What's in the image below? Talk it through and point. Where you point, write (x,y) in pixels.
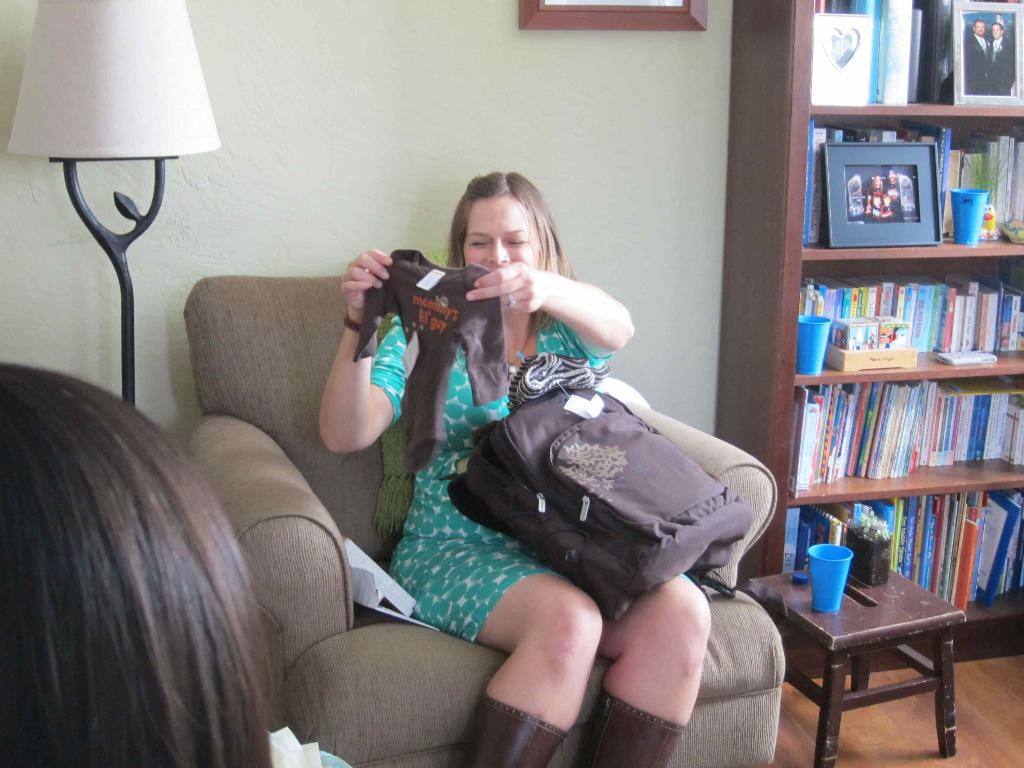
This picture is taken in a room (455,106). There is a woman (443,562) on the sofa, she is holding a shirt (428,350), on her there is a bag (677,522). She is wearing a green dress (456,449). Towards the right (790,352) there is a shelf (999,468) full of books (989,451), frames (854,225) and glasses (824,345). In the right bottom (891,587) there is a table (943,679), on the table (841,629) there is a glass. Towards the left (141,237) there is a lamp (157,3) and a person (61,745).
